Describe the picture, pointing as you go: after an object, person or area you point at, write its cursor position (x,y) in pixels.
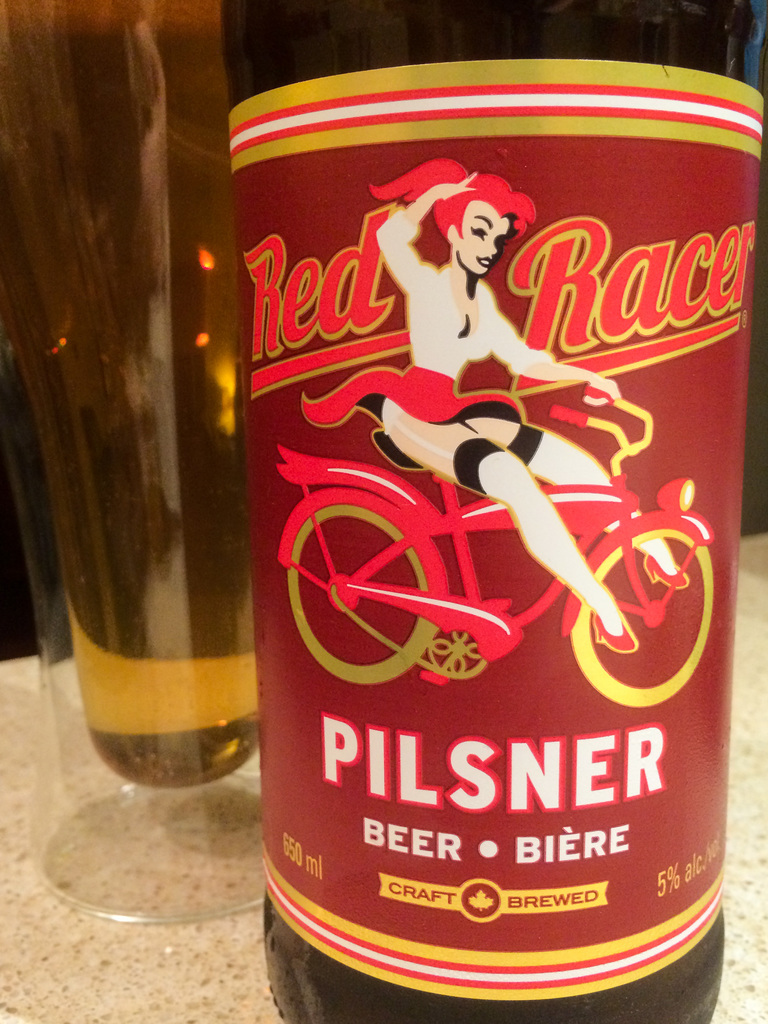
The photo of this picture we can see a bottle of drink (350,758) and some glass object (195,684) and we can see the text (725,301) and a picture (491,381) of a person (584,581) riding bicycle (639,528) on the paper (512,689) attached to the bottle (675,245) and background (757,479) can see some other objects (753,490).
